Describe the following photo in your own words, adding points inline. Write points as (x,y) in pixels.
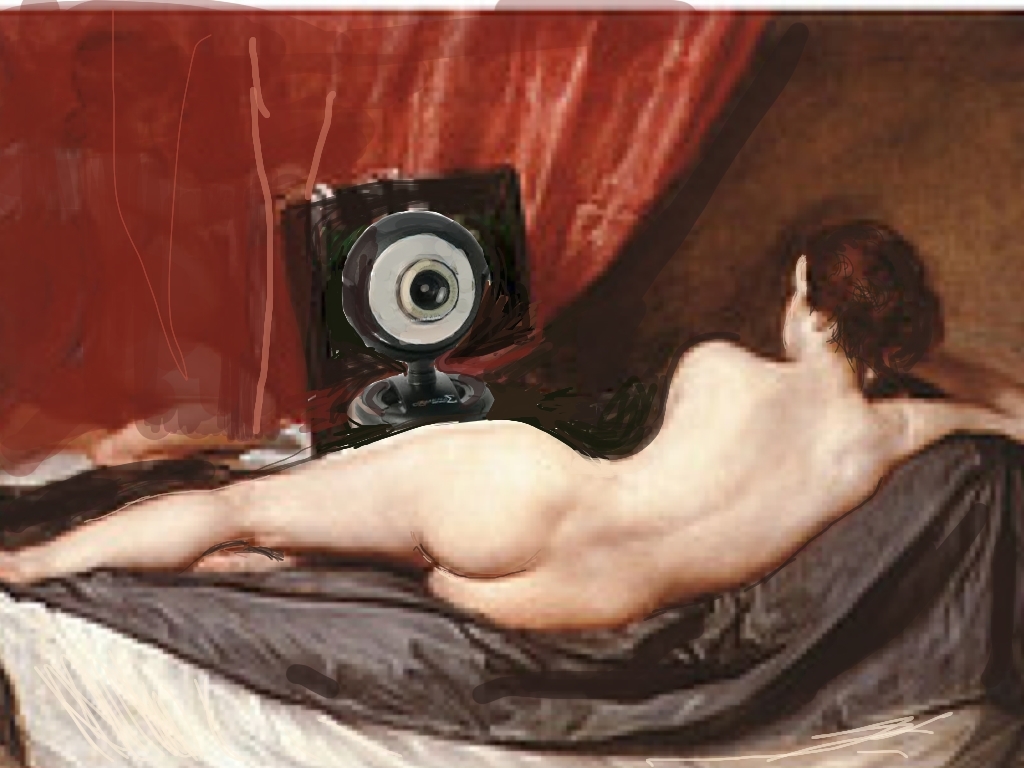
In this image we can see a painting (709,462) of a woman (350,477) lying on the cloth (492,646). In the background (462,293), we can see a camera (419,301).
